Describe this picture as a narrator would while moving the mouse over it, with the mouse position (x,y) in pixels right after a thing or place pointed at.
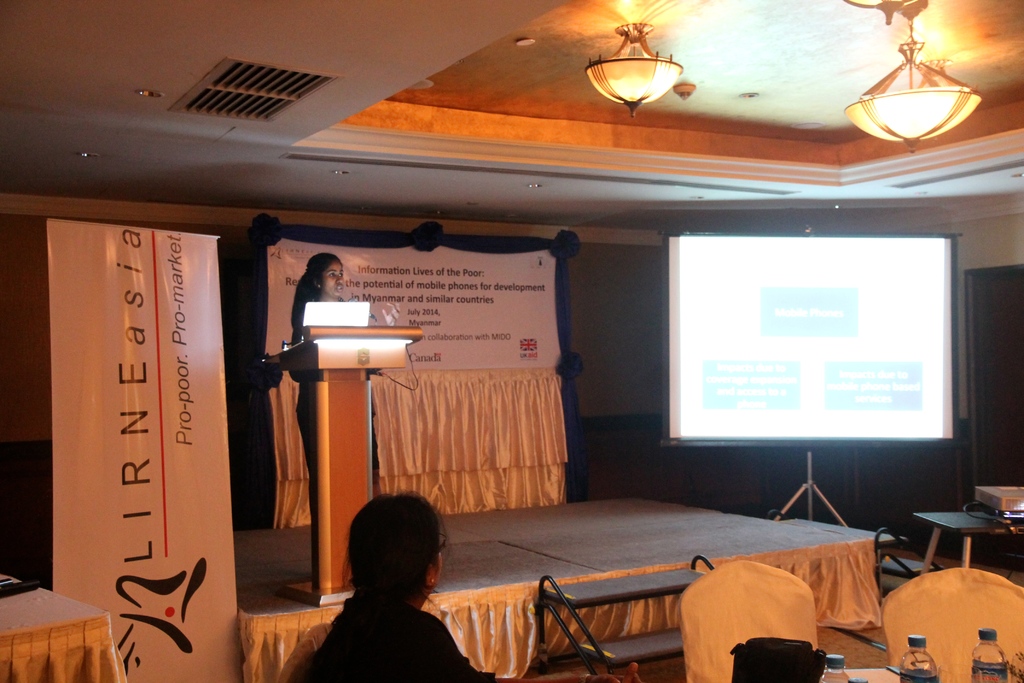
In this image woman (324,294) is standing on a stage (591,533) behind the podium (351,395) looks like she is giving a speech In a background (483,337) white colour banner (492,328) is there on the left side (182,430) banner (180,443) with a name lirneasia, on the right side (813,361) there is a screen (858,357) in front of the stage (856,602) there are two chairs (945,657) water bottles (913,667) kept on a table (885,671) and woman (407,609) is seeing at the screen (807,365). in front of the screen (874,387) there is a table (959,523) the projector (1007,497) on the top (910,121) there are two chandeliers (898,109) hanging to the roof (862,45).
